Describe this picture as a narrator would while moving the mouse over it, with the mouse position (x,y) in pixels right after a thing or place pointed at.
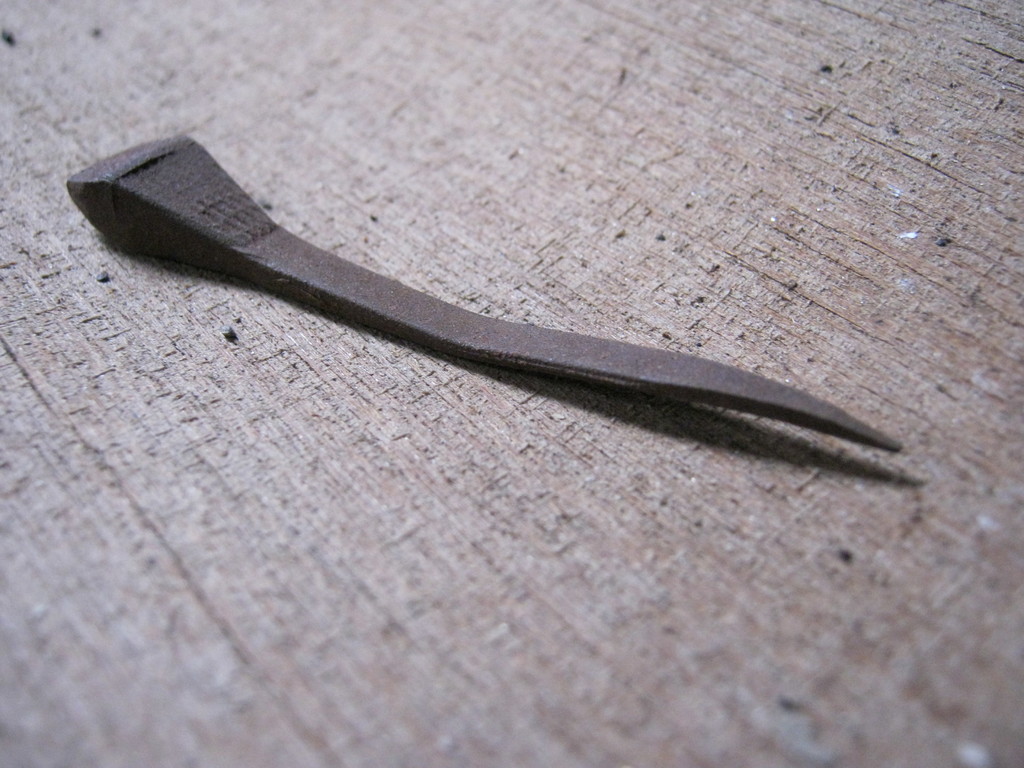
In the center of the image (650,361) we can see an object (463,309). In the background of the image (487,294) table (464,200) is there.
